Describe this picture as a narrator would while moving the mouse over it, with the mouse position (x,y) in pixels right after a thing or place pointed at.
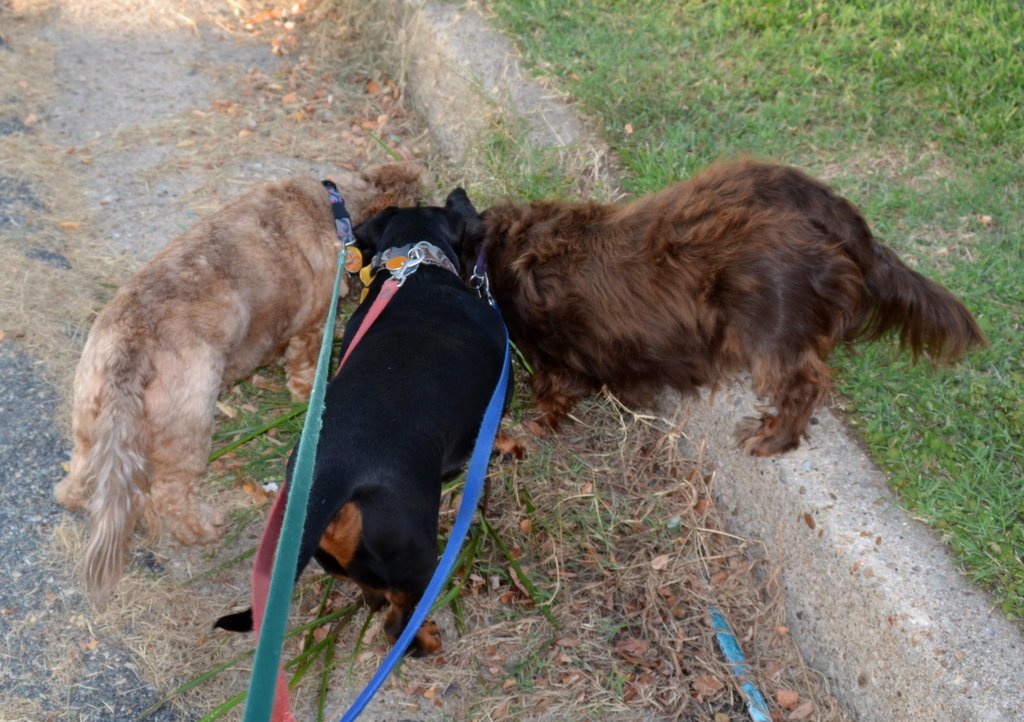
There are three dogs (776,335) standing. These are the dog belts (498,305). I can see the dried grass (615,561) lying on the ground (674,522). This is the grass (895,89), which is green in color.
